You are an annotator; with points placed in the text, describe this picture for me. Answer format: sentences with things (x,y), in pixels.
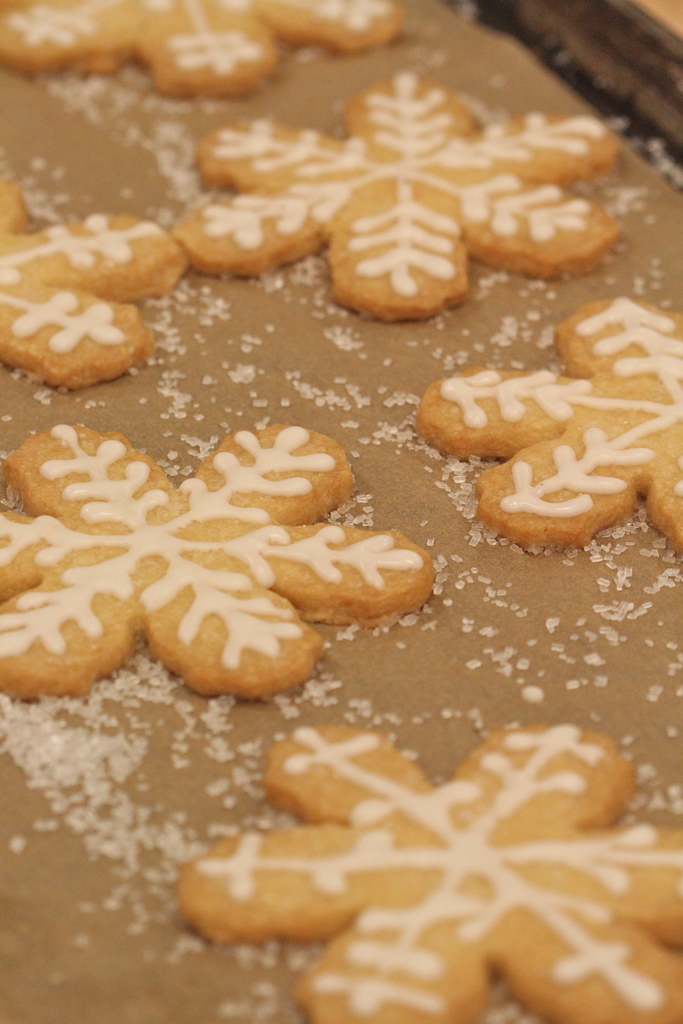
In this picture, we can see some food items (521,414) on the surface (469,706), and we can see some crystal objects (658,164) on the surface (634,274), and we can see some object (564,65) in the top right corner of the picture (612,80).
